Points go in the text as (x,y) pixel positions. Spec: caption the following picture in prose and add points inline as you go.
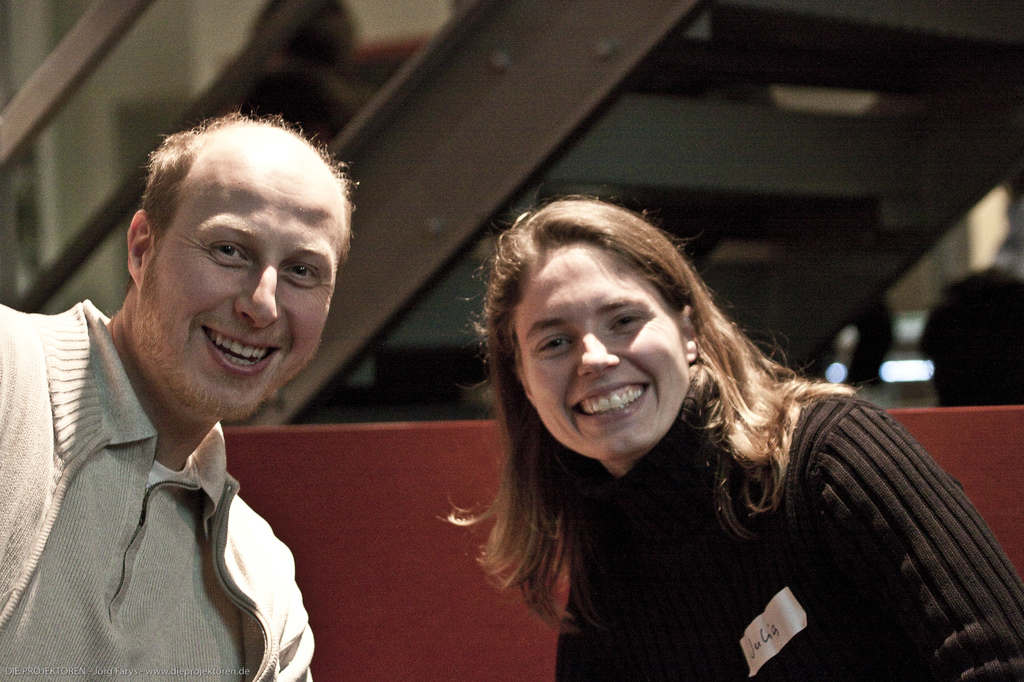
There are two people (159,448) smiling. In the background (479,405) it is blurry and we can see steps (488,100) and railing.
